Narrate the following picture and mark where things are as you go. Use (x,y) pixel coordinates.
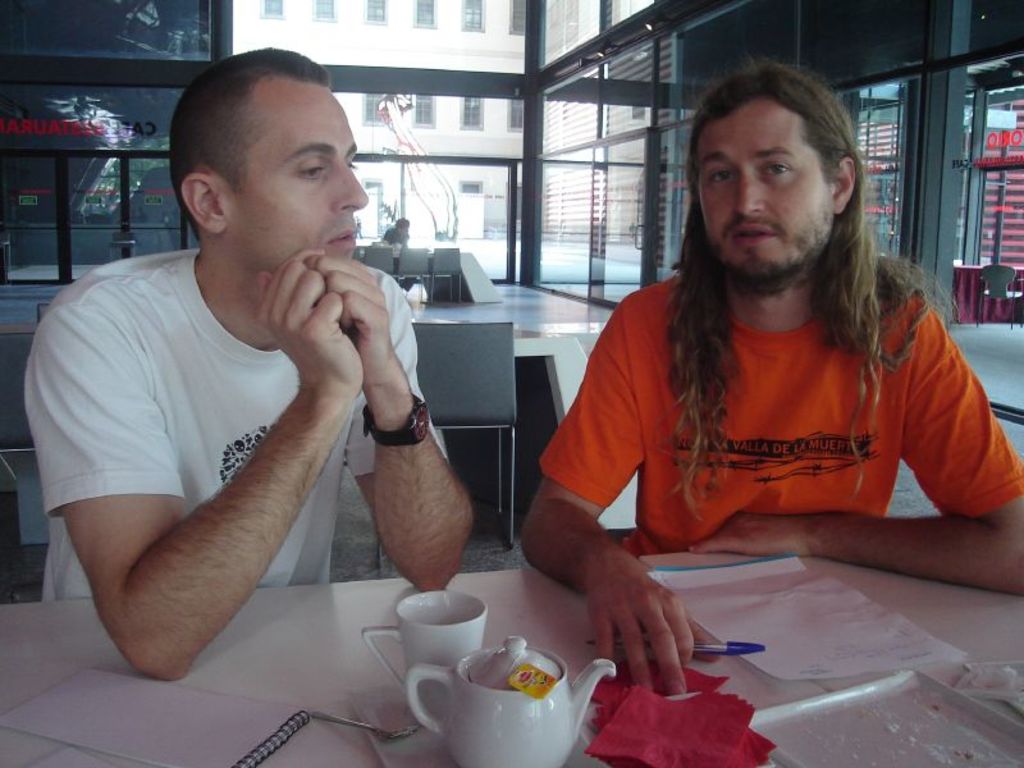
In this image we can see people (254,295) sitting. At the bottom (37,615) there is a table (23,629) and we can see a teapot (512,737), mug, book (198,702), papers (789,669), napkins (689,727) and a pen (733,656) placed on the table (1004,612). In the background (571,217) there is a door (490,178) and we can see chairs (459,373). There is a person (401,231). In the background (439,34) there is a building (442,102).
